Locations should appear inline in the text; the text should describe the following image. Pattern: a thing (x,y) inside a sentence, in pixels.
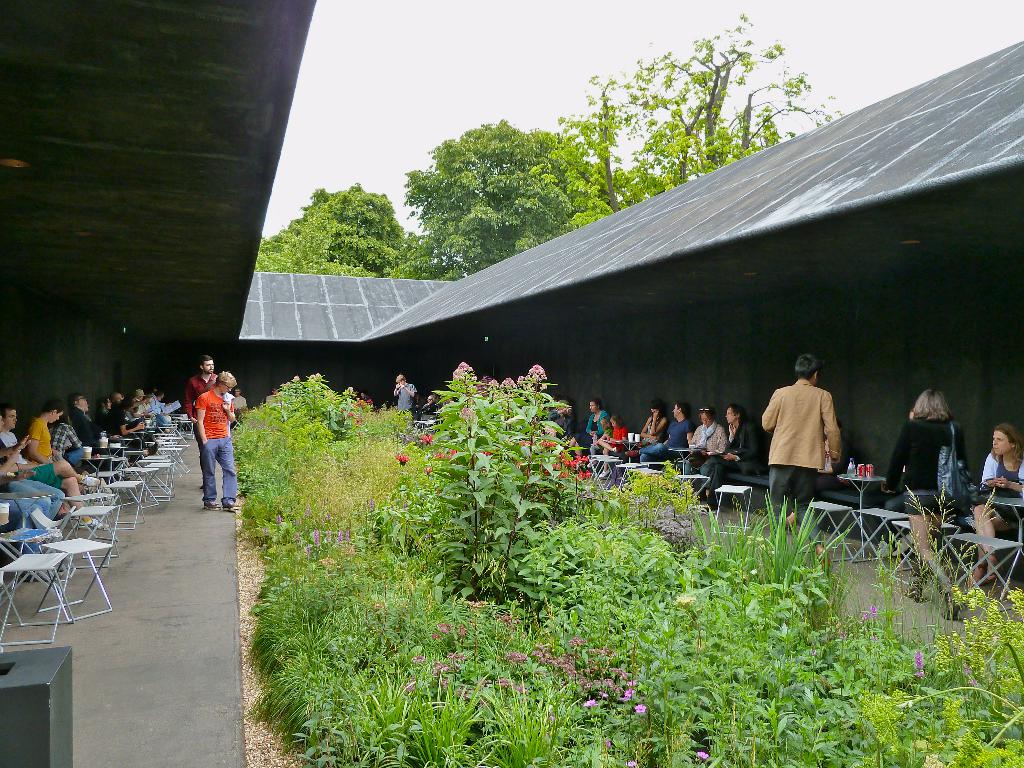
This picture is clicked outside. In the centre (455,451) we can see the plants (568,597). On the left (30,457) we can see the group of people (79,438) sitting on the chairs (19,566) and there are some tables (164,481) placed on the ground (999,590) and we can see the group of persons (797,457). At the top (371,44) there is a roof (238,245), sky (400,190) and the trees (608,209).
